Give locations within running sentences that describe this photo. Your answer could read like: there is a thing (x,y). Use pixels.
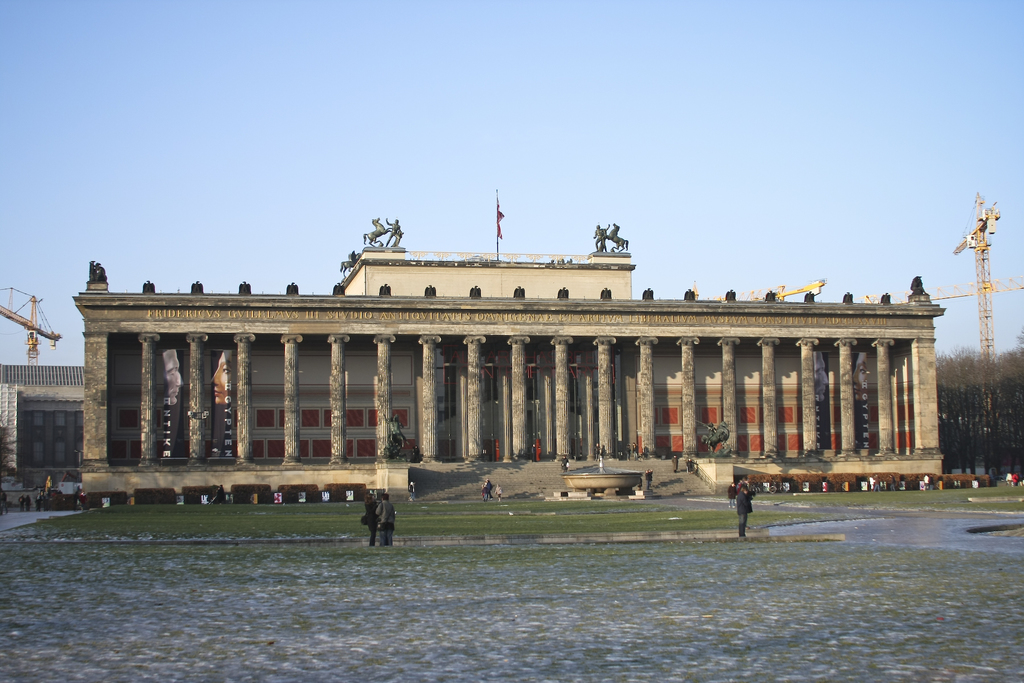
In the image we can see there are people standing on the road (831,511) and there is a building (515,278) at the back (499,288). Behind there are some construction cranes (32,324).
